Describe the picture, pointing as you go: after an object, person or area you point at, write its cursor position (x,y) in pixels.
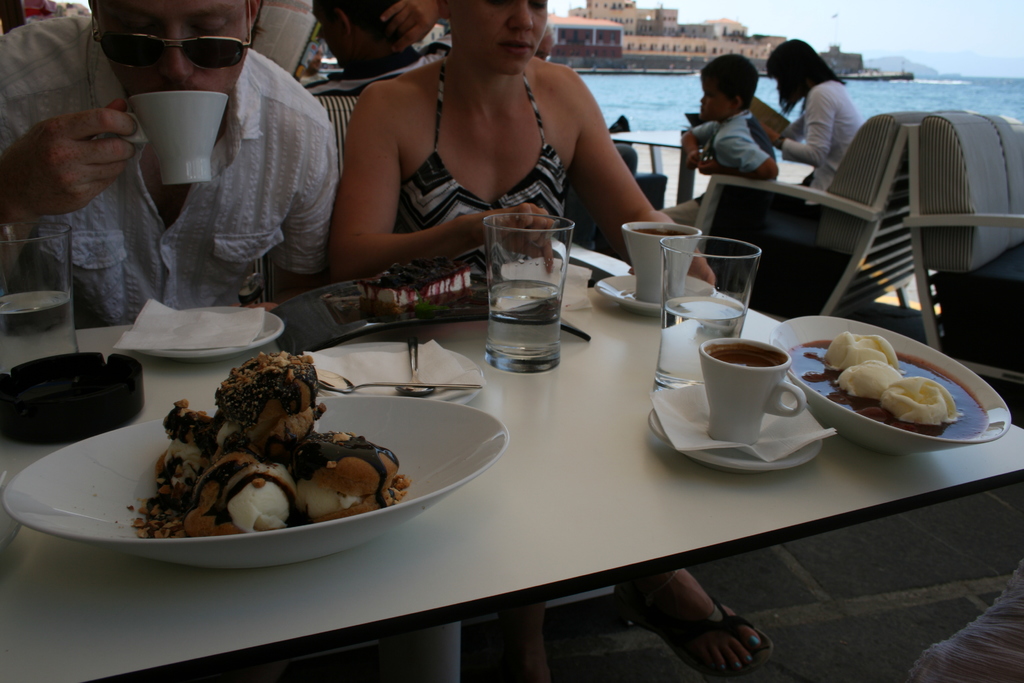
In this picture there is a woman (504,139) who is sitting on the chair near to the table (392,312), beside her there is a man (289,102) who is holding a tea cup (203,169). On the table (480,364) I can see the water glasses (664,308), cups (748,377), saucers (729,448), tissue papers (684,438), ice-creams (345,435), soup (876,407) and other objects (70,429). On the right (802,117) I can see some people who are sitting near to the table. In the background (586,29) I can see the buildings (598,20), mountains (937,76), trees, river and sky (1003,0).
